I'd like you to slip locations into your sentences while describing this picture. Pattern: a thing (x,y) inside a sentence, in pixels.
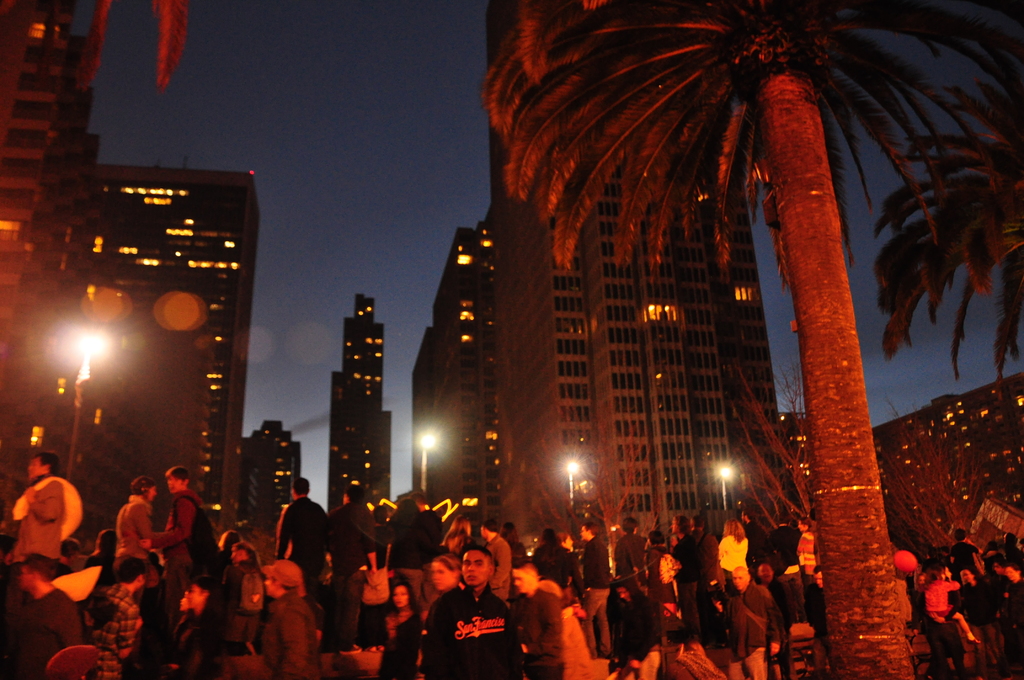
In this image we can see some group of persons (389,556) standing and some are sitting, at the foreground of the image (750,0) we can see some trees (780,223) and at the background of the image (415,361) there are some lights (82,343), buildings (244,329) and dark sky (278,108).
